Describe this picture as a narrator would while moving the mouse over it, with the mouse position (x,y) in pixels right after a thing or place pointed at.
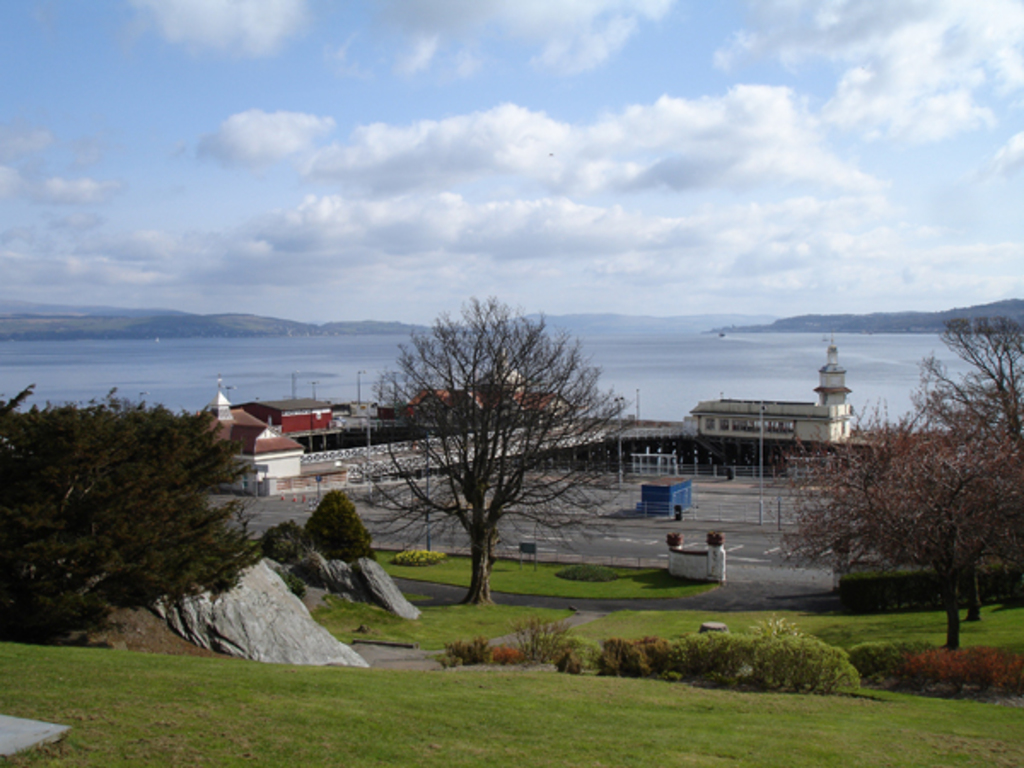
In this image I can see the ocean (784,358) in the middle, at the top (684,206) I can see the sky (923,220), in front of ocean (215,391) I can see building (702,417) and trees (471,537) and bushes (917,581) and stones (253,584) visible in the middle (680,321) I can see the hill (979,307).
